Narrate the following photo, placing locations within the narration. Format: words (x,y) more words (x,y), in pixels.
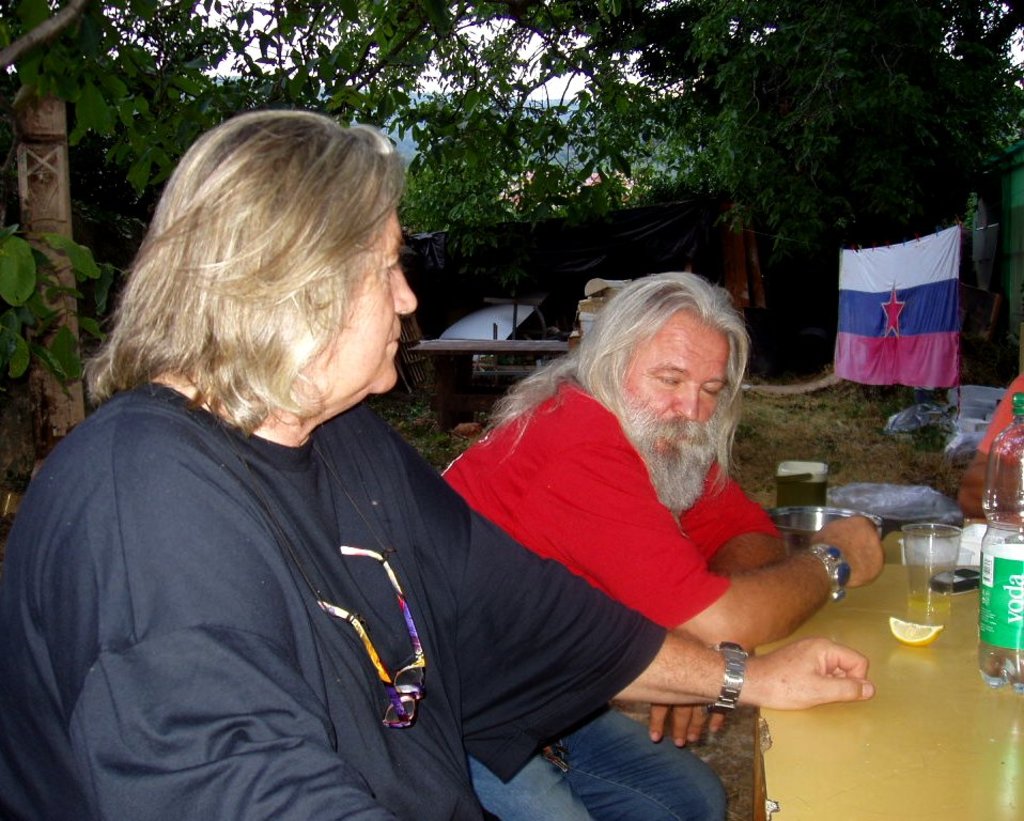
In this picture, we see two men (200,571) are sitting on the chairs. In front of them, we see a table (869,718) on which water bottle (999,590), glass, lemon slice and a vessel (830,529) are placed. Behind them, we see a pole (42,101) and the trees (143,52). On the right side (949,440), we see the plastic bags (904,506) and a box (795,495) in white and brown color. We see a cloth (891,261) or a flag (908,265) in white, blue, red and pink color. In the background (474,355), we see the wooden bench (472,342). There are trees (503,140) in the background (596,131).
